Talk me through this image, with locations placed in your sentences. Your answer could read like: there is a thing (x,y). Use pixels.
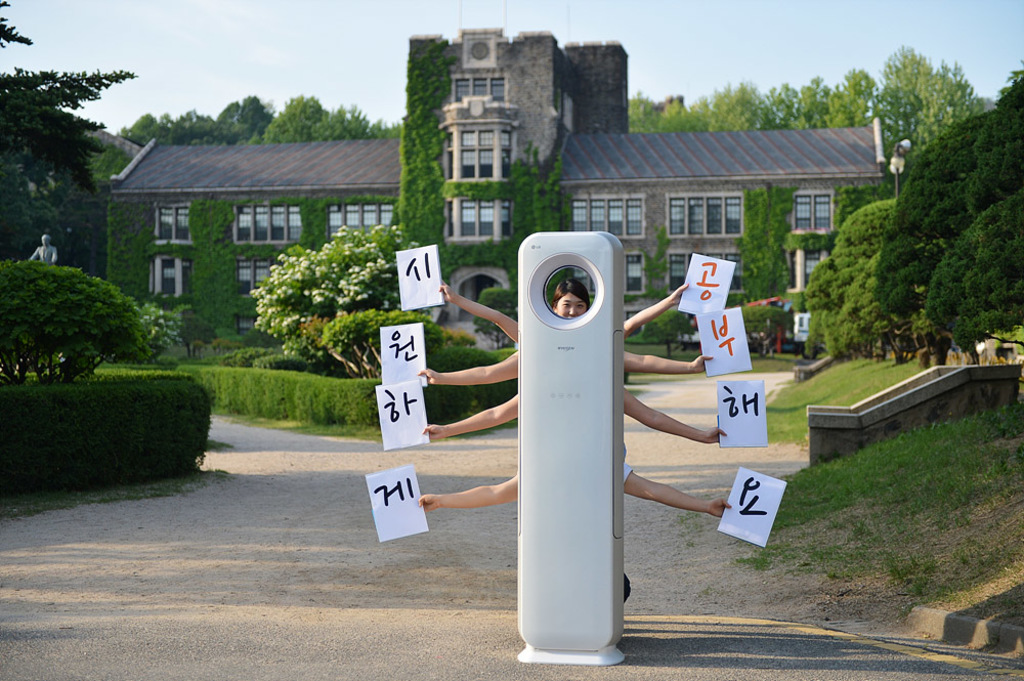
In this image we can see there is an object (575,430), behind the object (574,265) there are a few people (562,313) standing and holding papers (691,278) with some text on it, behind them there is a building (498,185), around the building (597,221) there are trees (364,298) and plants (210,311). In the background (295,56) there is the sky (321,43).
